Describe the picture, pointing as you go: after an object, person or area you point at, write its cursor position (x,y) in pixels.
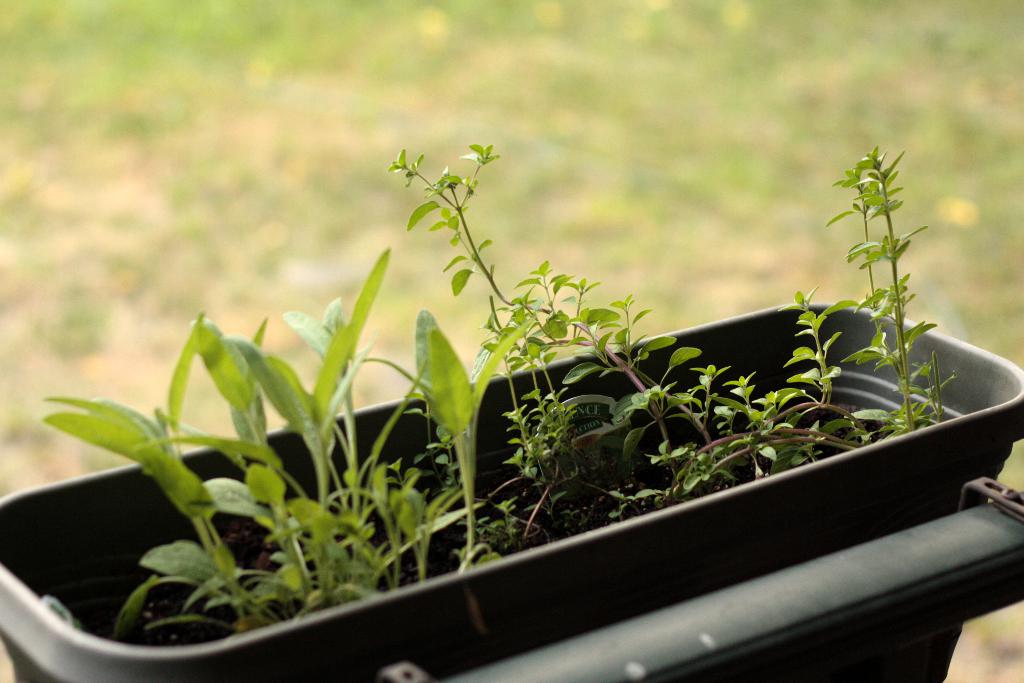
At the bottom of this image (930,463), there is a basket (767,326) having plants (898,335). This basket (1000,424) is attached to an object (404,678). And the background (124,193) is blurred.
